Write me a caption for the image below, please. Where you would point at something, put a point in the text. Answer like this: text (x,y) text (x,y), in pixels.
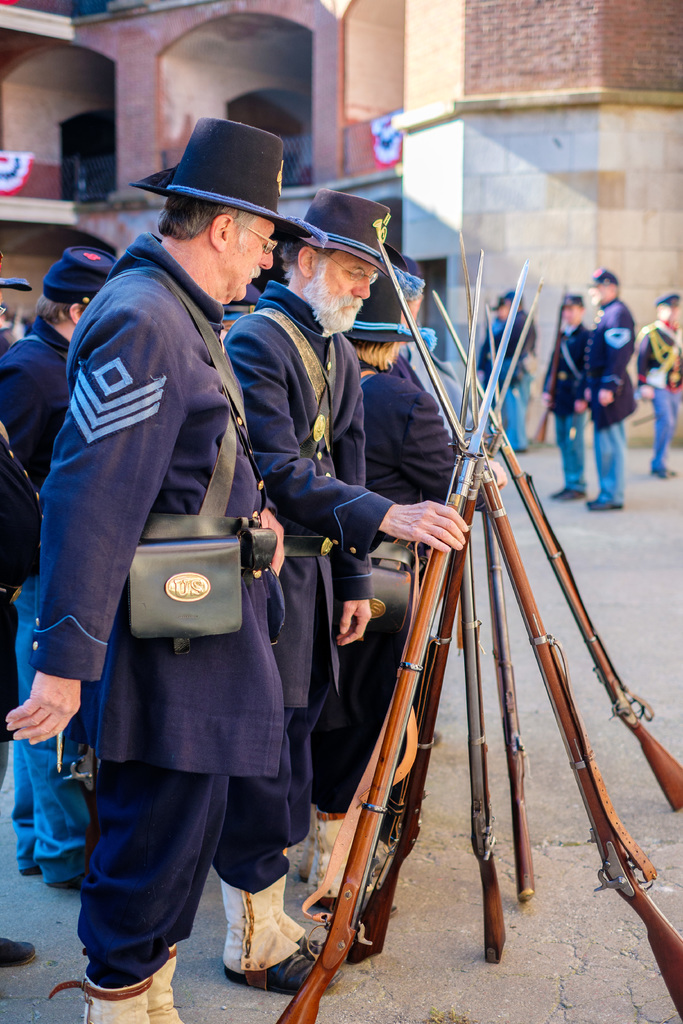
In this image there are a few people (243,516) standing, in front of them there are guns (444,554). In the background (175,113) there is a building (544,150) and there are a few people (618,332) standing in front the building (599,184).
